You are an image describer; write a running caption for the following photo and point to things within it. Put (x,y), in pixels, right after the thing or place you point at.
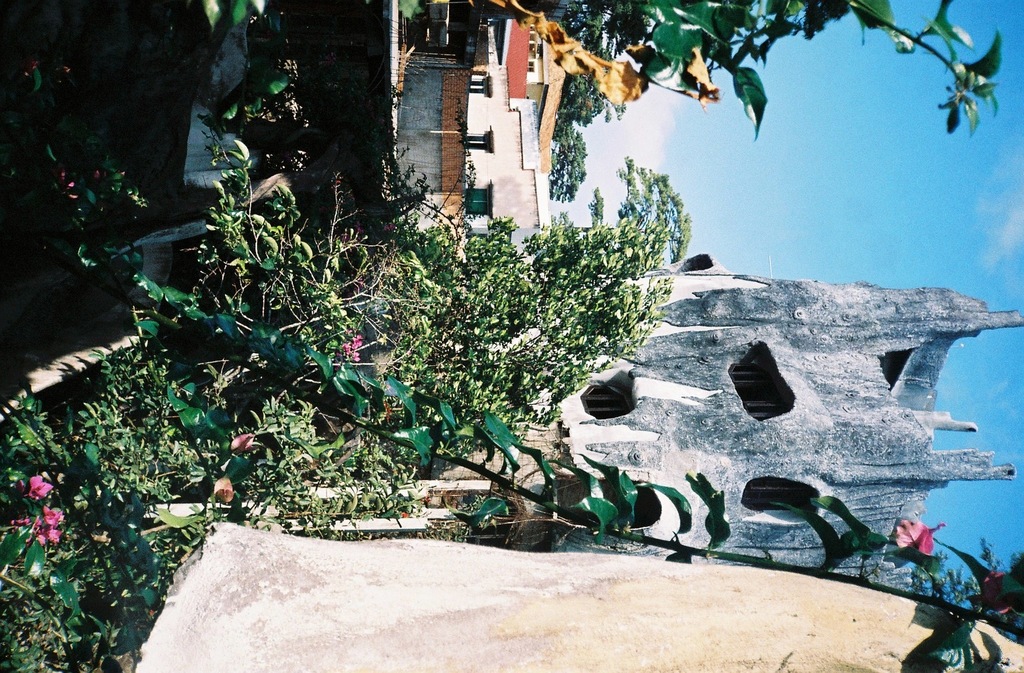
In this image in the front (453,369) there is a plant (462,438). In the background (403,166) there are houses (409,149), trees (579,108) and the sky (699,175) is cloudy.
